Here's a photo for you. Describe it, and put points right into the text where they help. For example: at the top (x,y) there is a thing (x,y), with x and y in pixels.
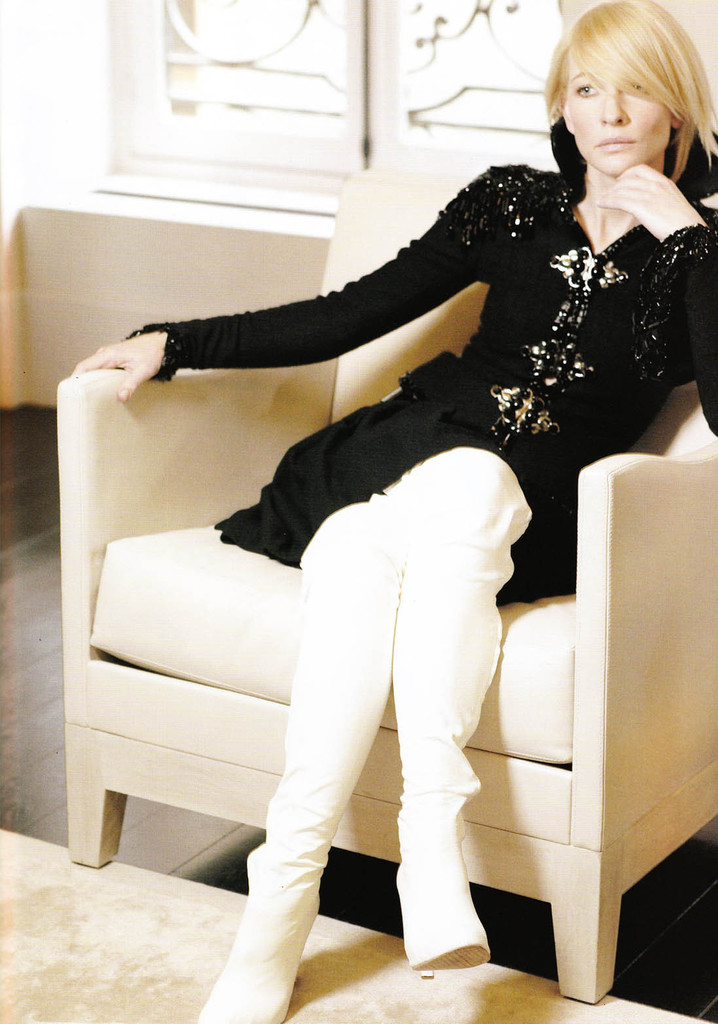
This is the picture of a lady (318,511) wearing black top (318,511) and white pant (307,634) sitting on the sofa (112,825).
